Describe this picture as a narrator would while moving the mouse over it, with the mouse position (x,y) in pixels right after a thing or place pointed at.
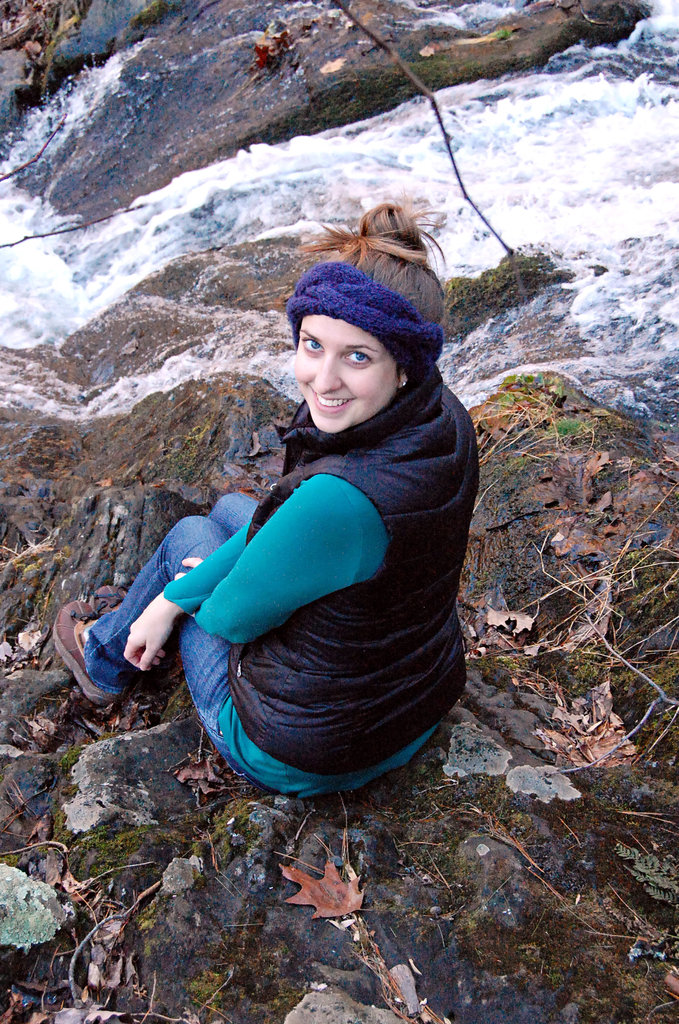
In this picture I can observe a woman (285,510) sitting on the rocks (411,837). This woman (256,621) is smiling. She is wearing black color jacket (332,638) and violet color headband (366,313). In the background (129,250) I can observe water (40,266) flowing.
